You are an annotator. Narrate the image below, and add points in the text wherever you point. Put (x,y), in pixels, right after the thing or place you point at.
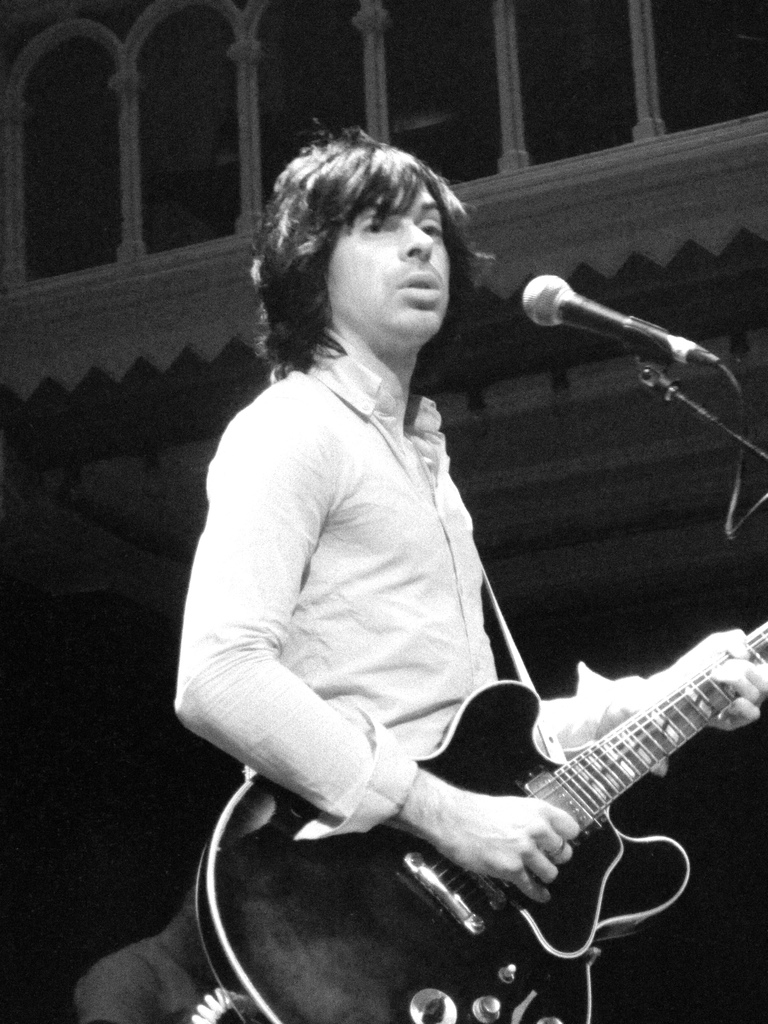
Here we can see a man (381,237) holding a guitar (249,958) and playing a guitar (659,754) with a microphone (592,317) in front of him.
